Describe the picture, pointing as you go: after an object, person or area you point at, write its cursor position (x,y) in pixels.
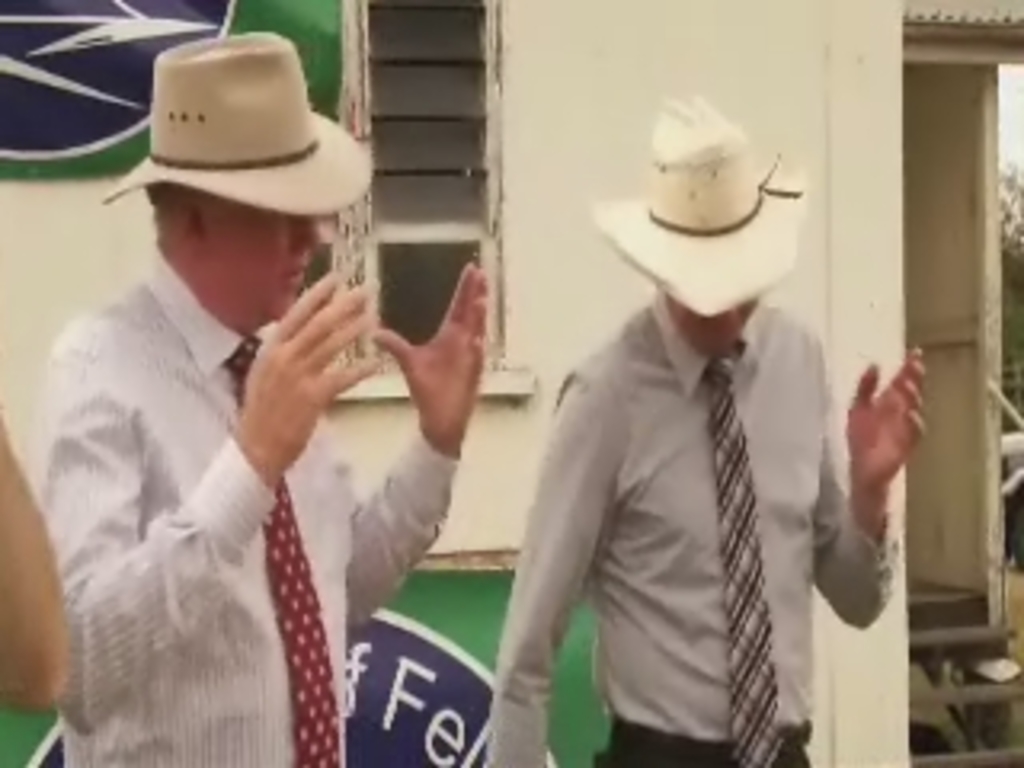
In this image there are two men (329,595) standing, they are wearing hats (206,116), shirts (659,361) and tie (741,504), in the background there is a house (887,741) for that house (529,94) there is a window (485,170) and a door (915,195).
